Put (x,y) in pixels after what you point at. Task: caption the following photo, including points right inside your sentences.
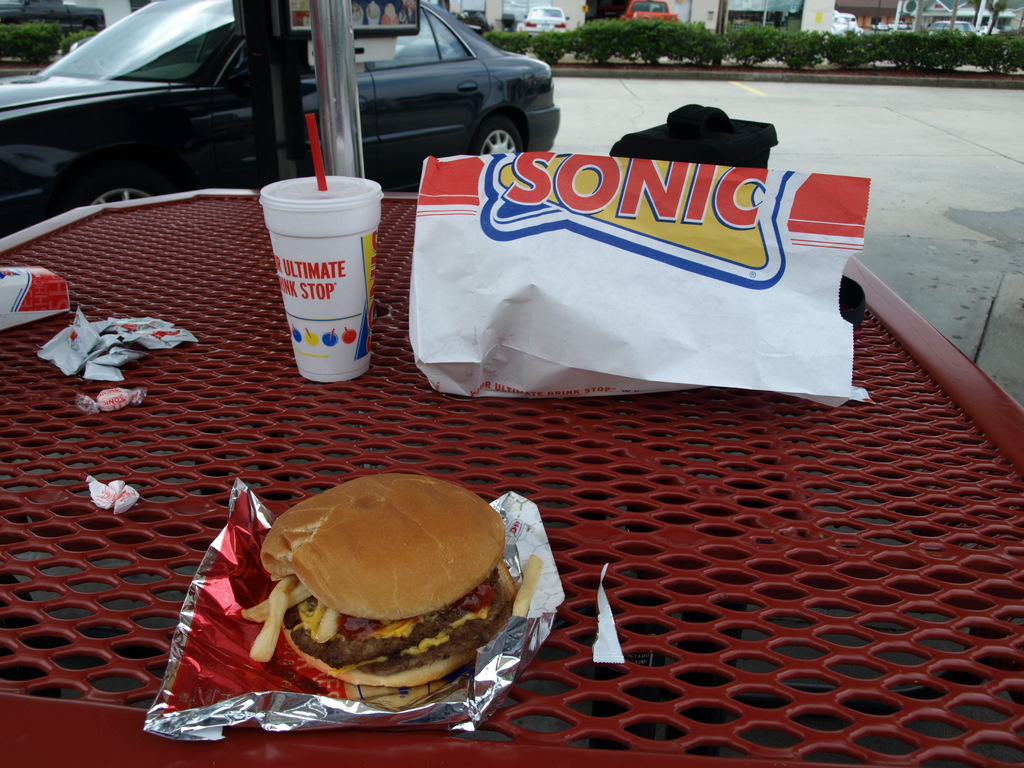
In this picture I can see burger (472,493) and few sachets (108,376), paper bag (611,331) and a cup (377,240) with straw (323,181) on the table (421,741) and I can see few cars (474,143) parked and I can see buildings (753,19) and few plants (886,59).
